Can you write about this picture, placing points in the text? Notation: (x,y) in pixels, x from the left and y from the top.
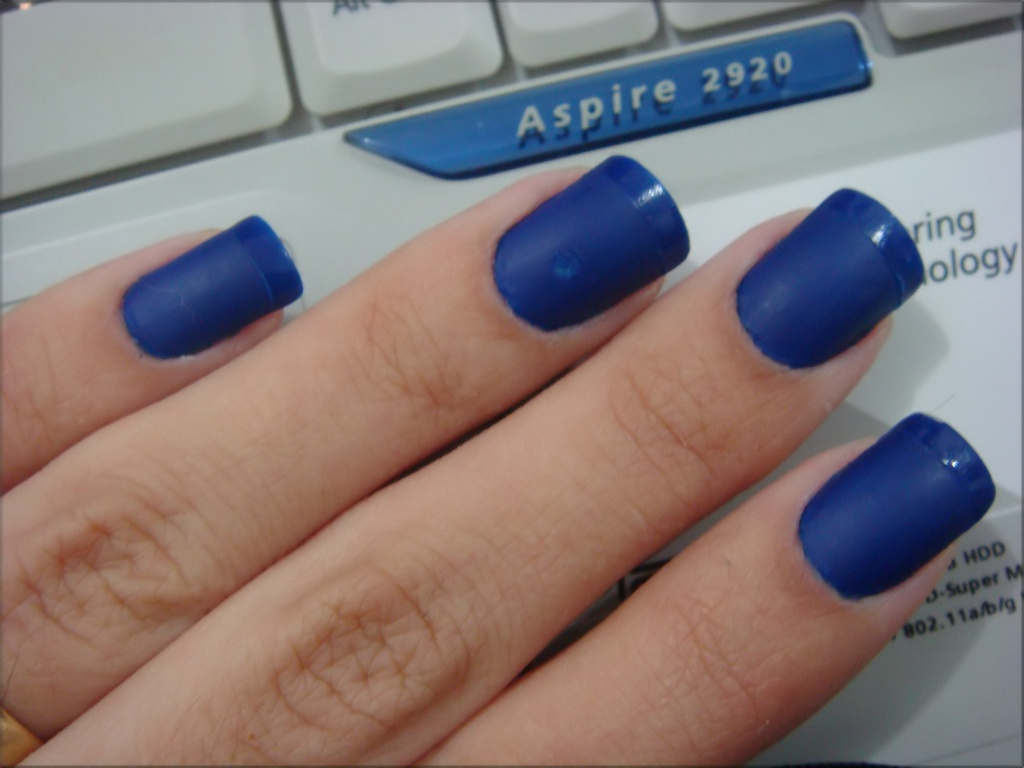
In this image we can see fingers (313,535) of a person (643,629). On the nails (245,307) there is nail polish (757,271). In the back (584,76) there is a keyboard (446,65) with something written.
